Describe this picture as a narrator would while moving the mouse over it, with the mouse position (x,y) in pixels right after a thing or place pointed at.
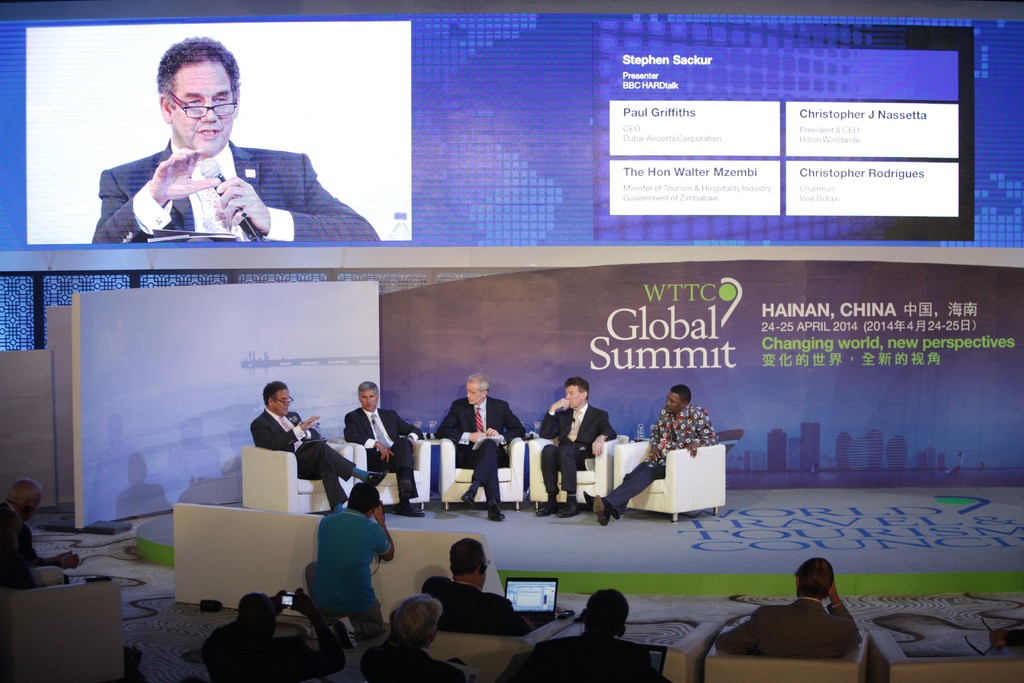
In this image we can see a group of people (568,459) sitting on chairs (453,479) placed on a stage (723,560). One person (298,460) is wearing spectacles (280,404) and holding a microphone (297,433) in his hand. In the foreground (39,572) we can see a group of people (560,668) sitting. One person (327,644) is holding a camera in his hand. In the background (842,360), we can see a screen (114,162) and a banner (932,362) with some text (937,315) written on it.
